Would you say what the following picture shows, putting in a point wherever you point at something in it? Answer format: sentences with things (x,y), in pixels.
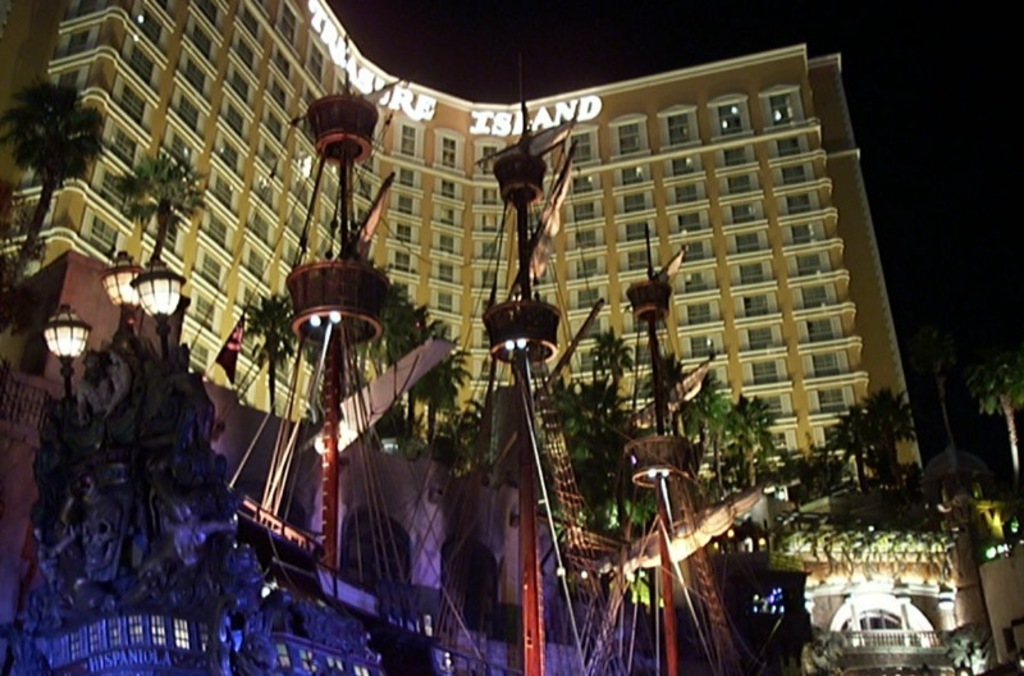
In this image we can see the building (453,242), there is a ship (525,454), trees (43,147), plants (793,542), there is a board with text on it, also the background (968,131) is dark.
